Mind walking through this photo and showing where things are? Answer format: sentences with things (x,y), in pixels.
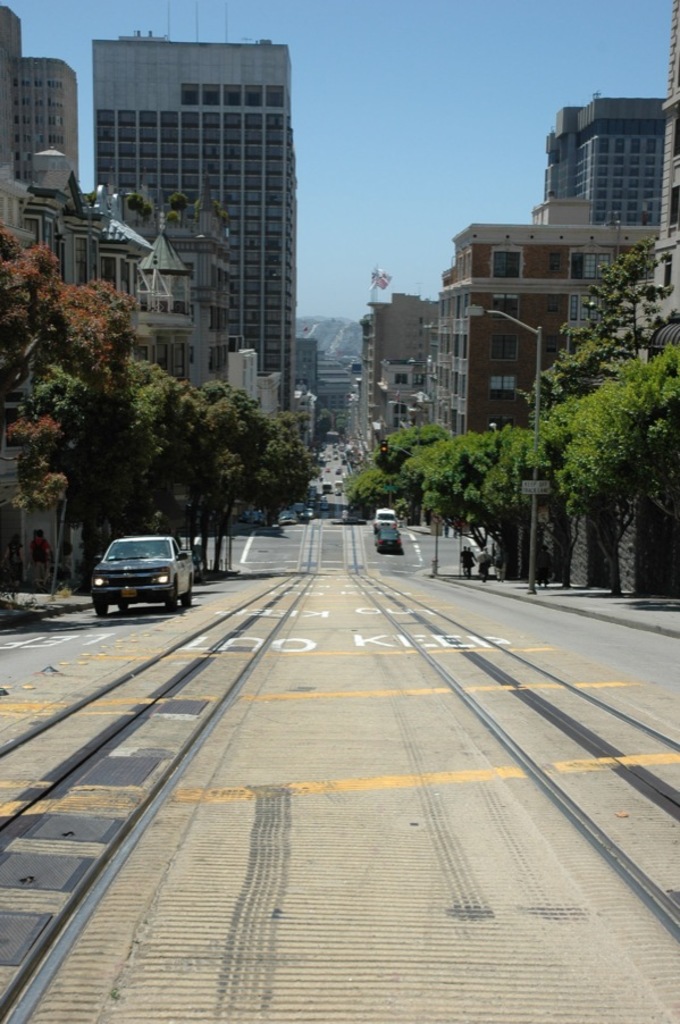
In this picture there are buildings (227,332) and trees (49,438) and poles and there are vehicles (377,522) on the road (422,742) and there are group of people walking on the footpath (666,614). At the top (391,140) there is sky (328,216). At the bottom (328,768) there is a road (333,626).
